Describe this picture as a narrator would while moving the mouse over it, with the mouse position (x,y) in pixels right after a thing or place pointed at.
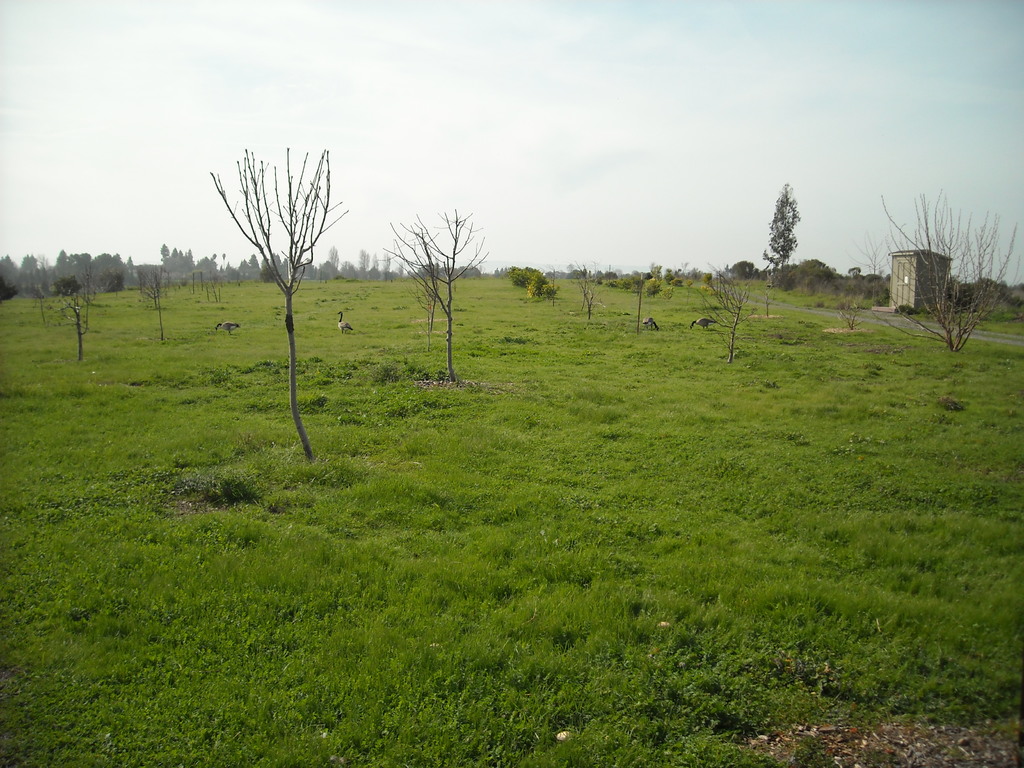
In this picture I can see grass (1011,395), animals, trees (951,240), a small house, and in the background (691,118) there is sky (564,145).
